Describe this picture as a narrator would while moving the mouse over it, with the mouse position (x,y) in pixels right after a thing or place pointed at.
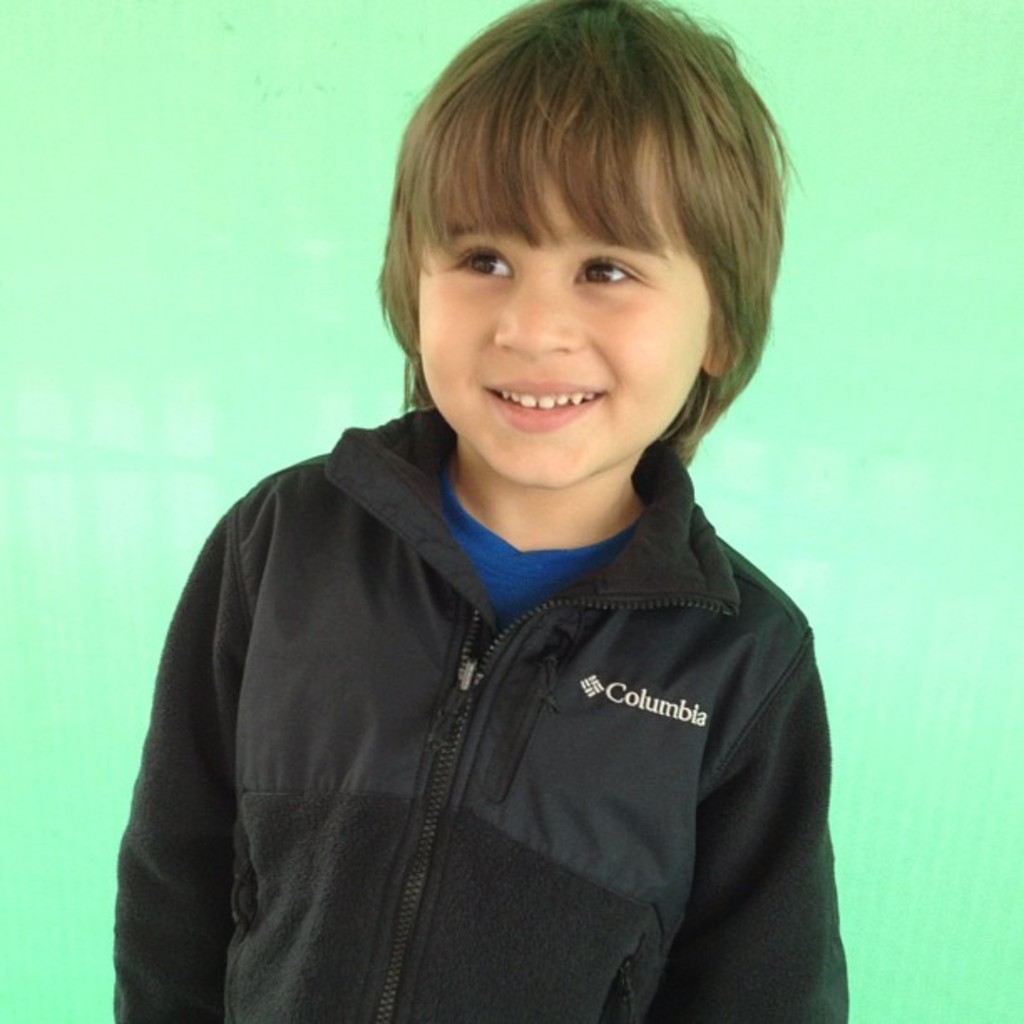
In this image we can see a boy (605,560) and he is smiling. There is a green color background (30,952).
